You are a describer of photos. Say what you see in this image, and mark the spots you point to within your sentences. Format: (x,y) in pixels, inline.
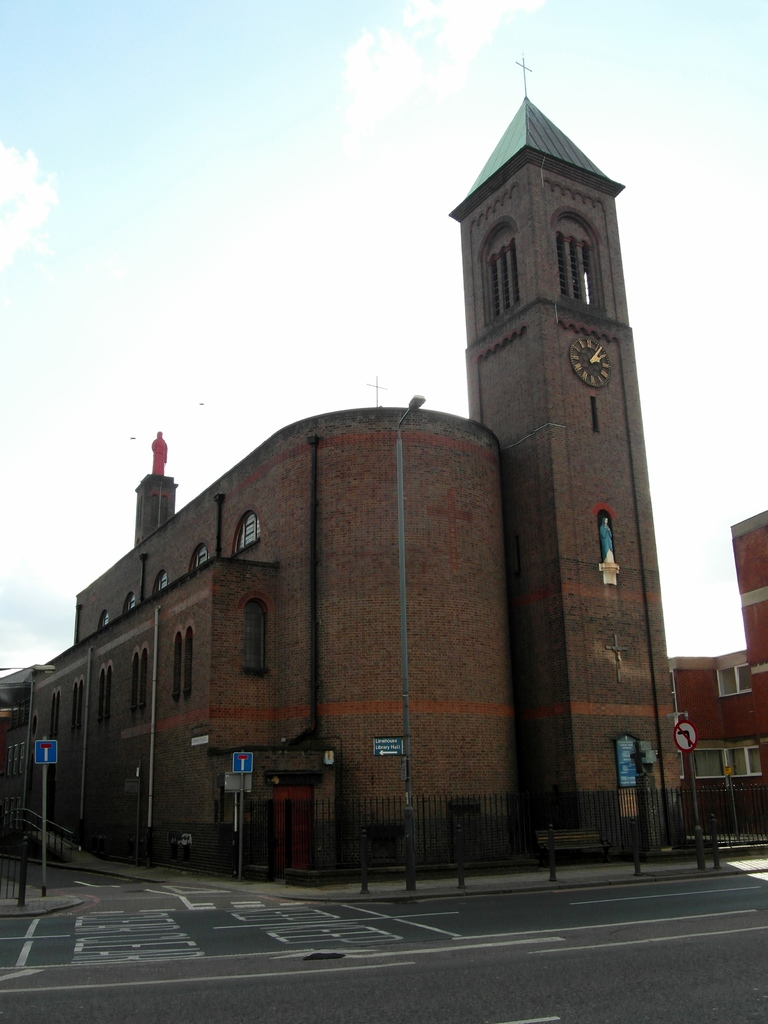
In this picture we can see a building (353,542) and clock (592,381) on the building (569,341). We can see a statue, signboard (392,752) and cross signs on the building (182,805). There are few poles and signboard (686,744) on the pole (692,752). There is some fencing (369,827) from left to right. Sky (179,389) is cloudy.
